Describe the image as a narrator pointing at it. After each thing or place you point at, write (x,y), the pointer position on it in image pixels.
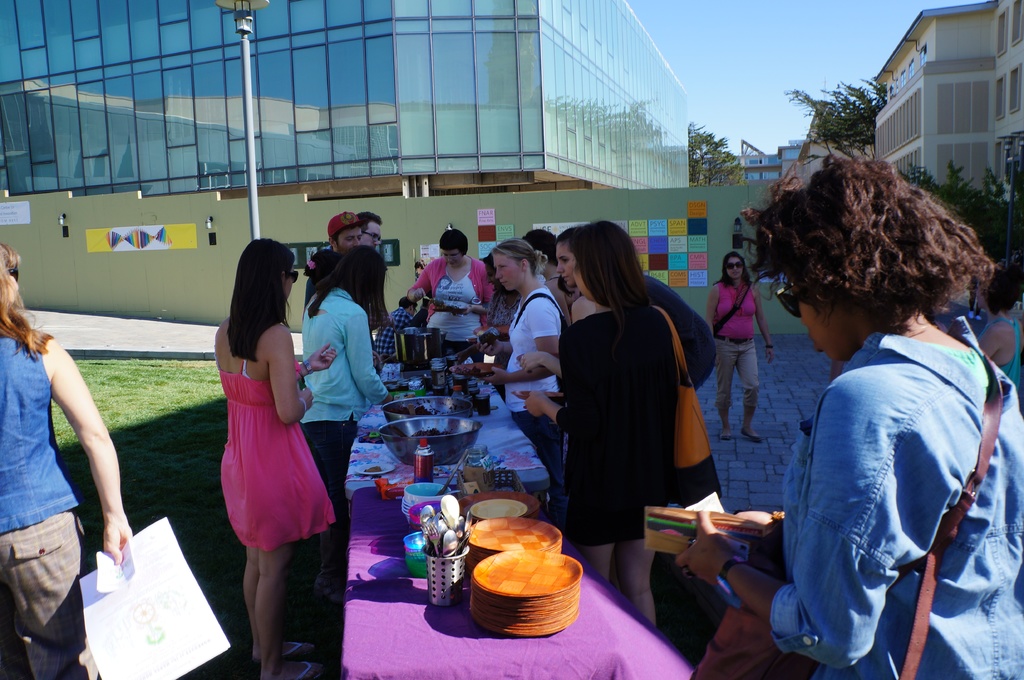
In this image I can see few plates (538,616), spoons (462,536), bowls (411,504), food items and few objects (471,469) on the tables (468,667). I can see few people (598,392) are standing and few people (495,351) are holding something. Back I can see few building (451,64), windows (379,78), trees (834,139) and few colorful papers (704,232) are attached to the wall (721,239). The sky (751,61) is in blue color.
